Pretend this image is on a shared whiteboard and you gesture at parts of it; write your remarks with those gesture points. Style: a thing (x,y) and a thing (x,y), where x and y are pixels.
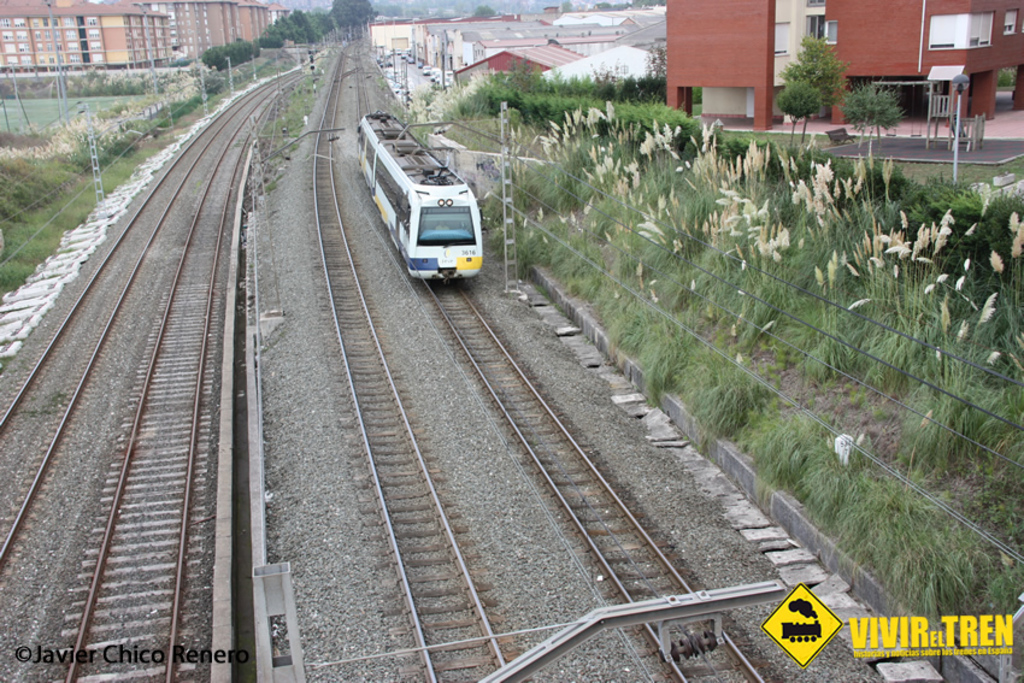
In this image I can see a railway track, on the track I can see a white color train (382,214) and at the top (880,51) I can see buildings (597,61) and on the right side (926,398) I can see grass (819,178) and in front of the building (905,99) I can see trees (781,103) and power line poles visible on the left side (94,153).
